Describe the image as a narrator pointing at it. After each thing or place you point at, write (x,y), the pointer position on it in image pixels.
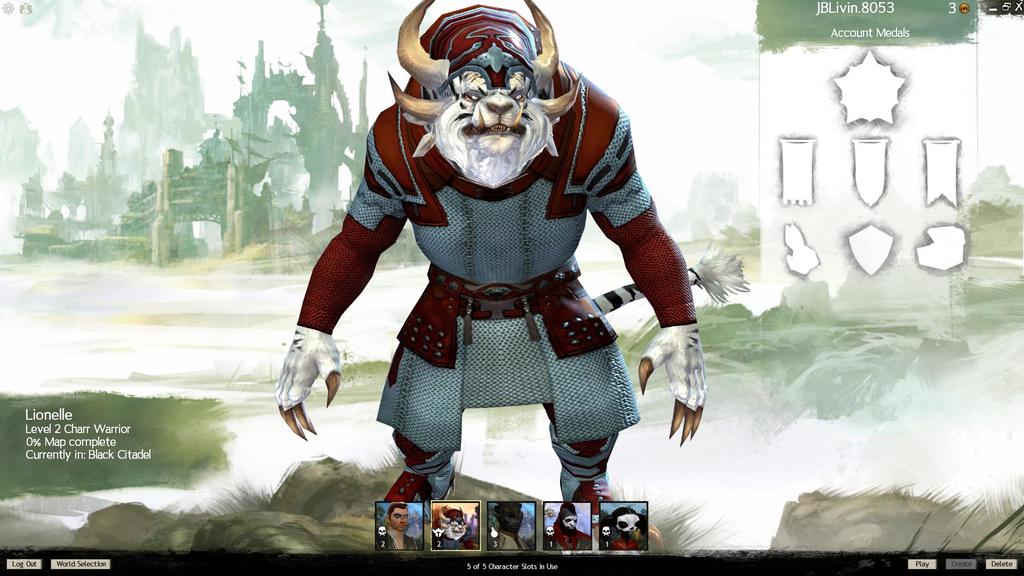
This is an animated image of the cartoon pictures (534,223). We can also see a building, sky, some pictures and text (87,435) on this image.
